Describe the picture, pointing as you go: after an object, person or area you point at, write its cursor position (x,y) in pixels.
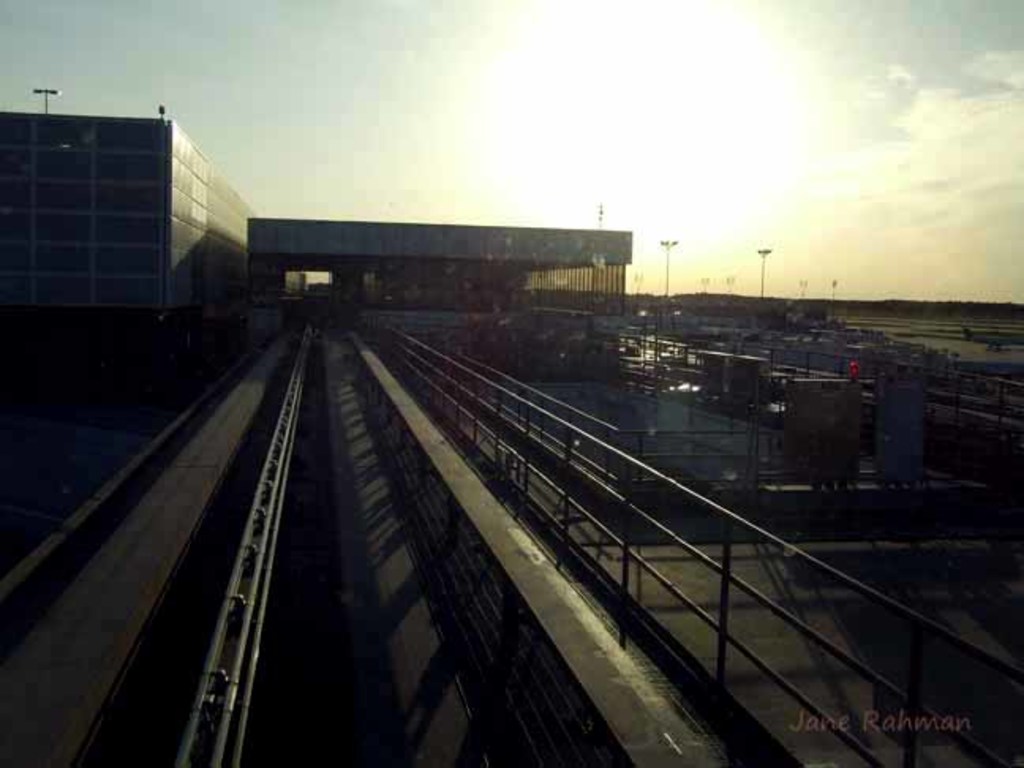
In this image we can see buildings (242,293), iron grills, railings (530,482), poles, street lights (834,285) and sky (367,70) with clouds (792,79).
